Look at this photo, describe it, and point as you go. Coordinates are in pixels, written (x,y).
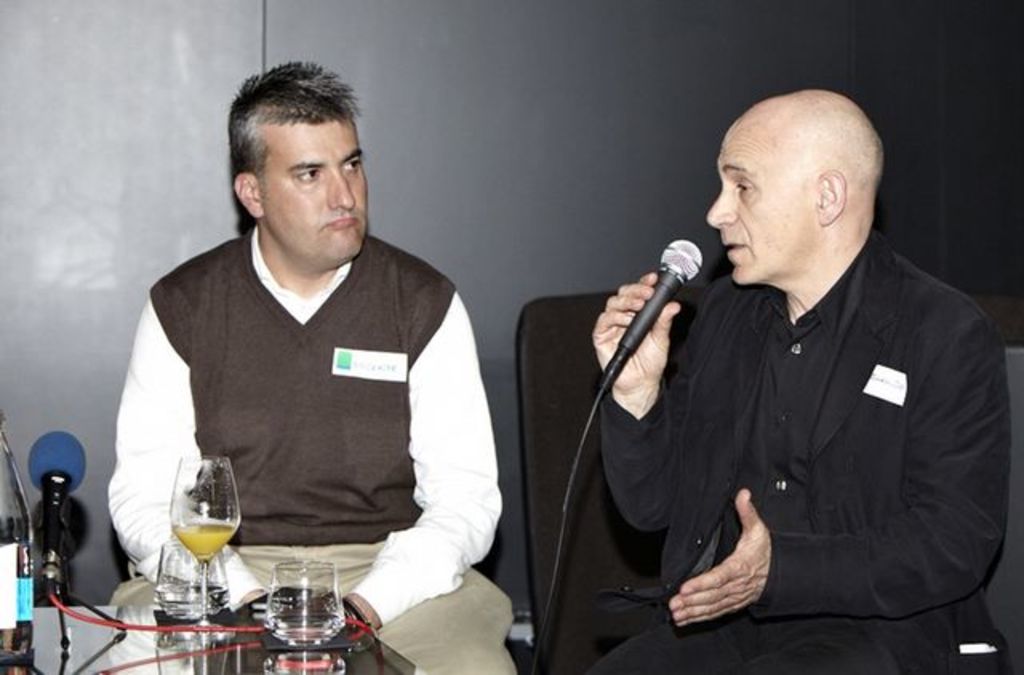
A person (781,440) in the right (720,432) is holding mic (696,268) and speaking. Next to him another person (347,363) is sitting. In the front (175,624) there is a table (200,668). On the table (251,660) there are glasses (223,546) and a mic (47,470) and mic stand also a bottle (28,529). In the background (186,112) there is a wall (599,181). And there are chairs (559,503).
